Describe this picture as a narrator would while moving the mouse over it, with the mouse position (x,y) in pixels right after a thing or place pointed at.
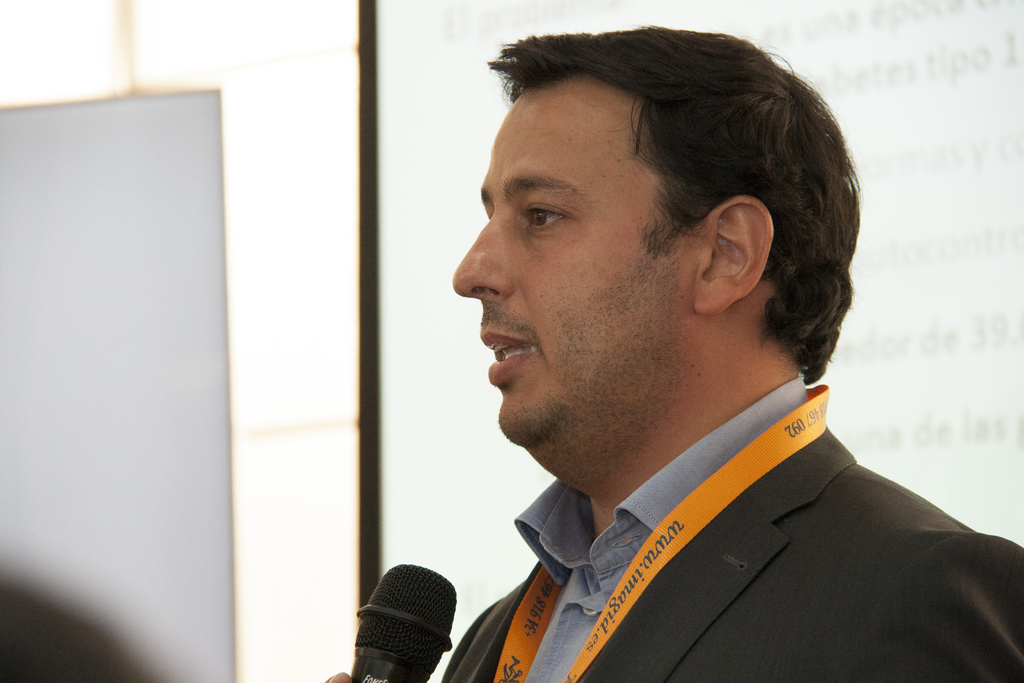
There is a man (598,353) who is holding a mike (404,611) with his hand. He is in a suit (807,572). On the background (910,378) there is a screen (955,47).
